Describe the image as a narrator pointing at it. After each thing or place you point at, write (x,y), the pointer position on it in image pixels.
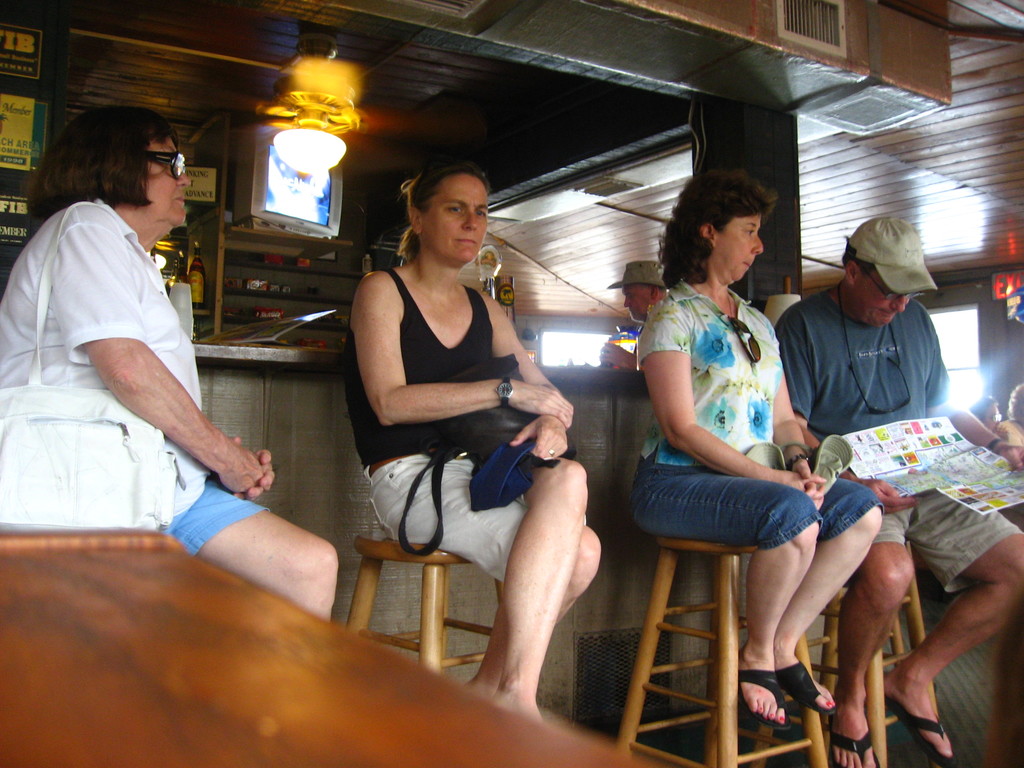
The picture is taken in a restaurant (391,724) where four people (422,532) are sitting on the chairs (917,617), on the left corner of the picture (80,410) one woman (268,568) is wearing a white bag (73,447) and white shirt (162,318) and blue shorts (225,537), on the right corner of the picture (957,549) one person (955,538) is reading a map (916,453) and wearing a cap (898,281), behind the people (693,323) there is one person (614,354) standing and in front of the person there are shelves (351,251) filled with some stuff (198,280), on the shelves (311,250) there is one tv (290,222) and at the right corner of the picture (1002,290) there is one exit sign (1005,276).
